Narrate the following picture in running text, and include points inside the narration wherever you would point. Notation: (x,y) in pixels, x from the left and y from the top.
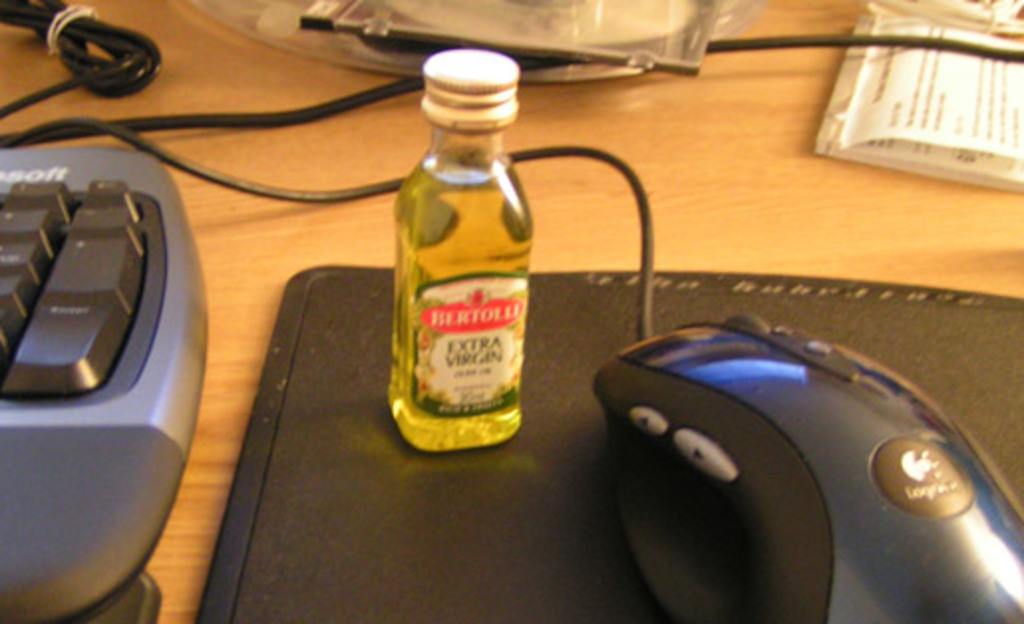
In this picture there is a table (1016,233), on the table (1013,220) there are cables (928,39), mouse (850,480), keyboard (126,240), disc (496,20), notes (921,80), bottle (455,138) with some liquid (456,202), mouse pad (301,396) and other objects (415,42).
